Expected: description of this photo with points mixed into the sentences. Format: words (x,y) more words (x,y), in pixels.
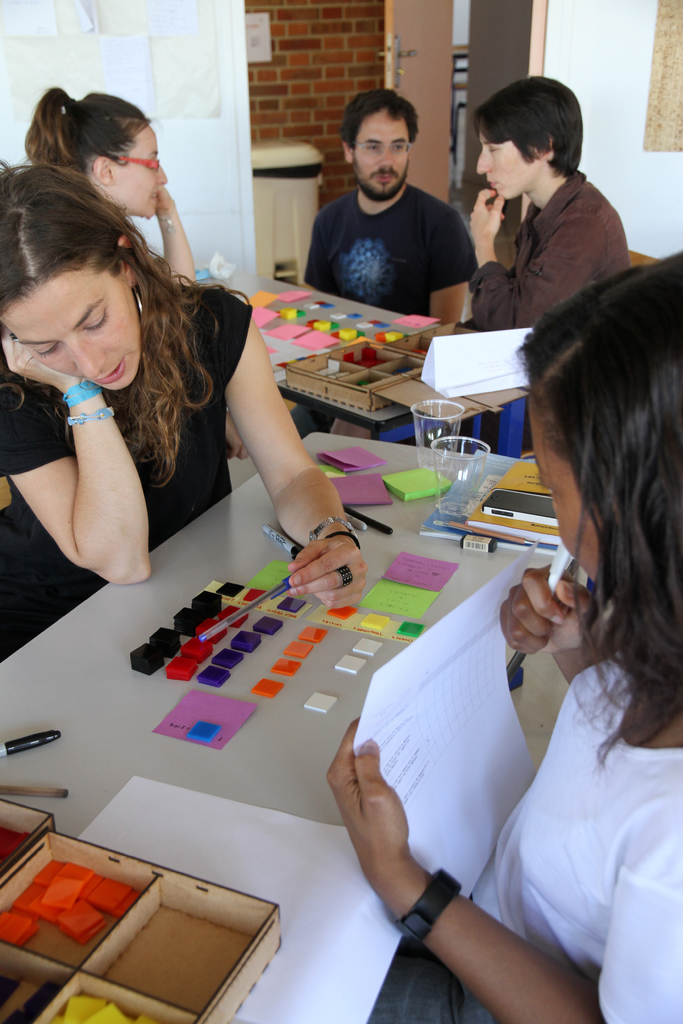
This image is taken indoors. In the background (277,86) there are a few walls (211,180) with a few doors (426,55) and there is a board (176,55) with a few papers (180,100) on it. At the bottom of the image (58,697) there is a table (237,539) with a few colored cubes (236,649), a few papers (337,622), glasses (457,471), books (538,535) and a few things (126,971) on it. On the right side of the image (561,818) a woman (512,923) is sitting on the chair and she is holding papers (460,826) in her hands (566,635). On the left side of the image (132,396) two women (170,420) are sitting on the chairs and a woman (160,431) is holding a pen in her hand (316,560). In the middle of the image (377,382) two men (371,208) are sitting on the chairs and there is another table (384,410) with a few things (412,392) on it.
